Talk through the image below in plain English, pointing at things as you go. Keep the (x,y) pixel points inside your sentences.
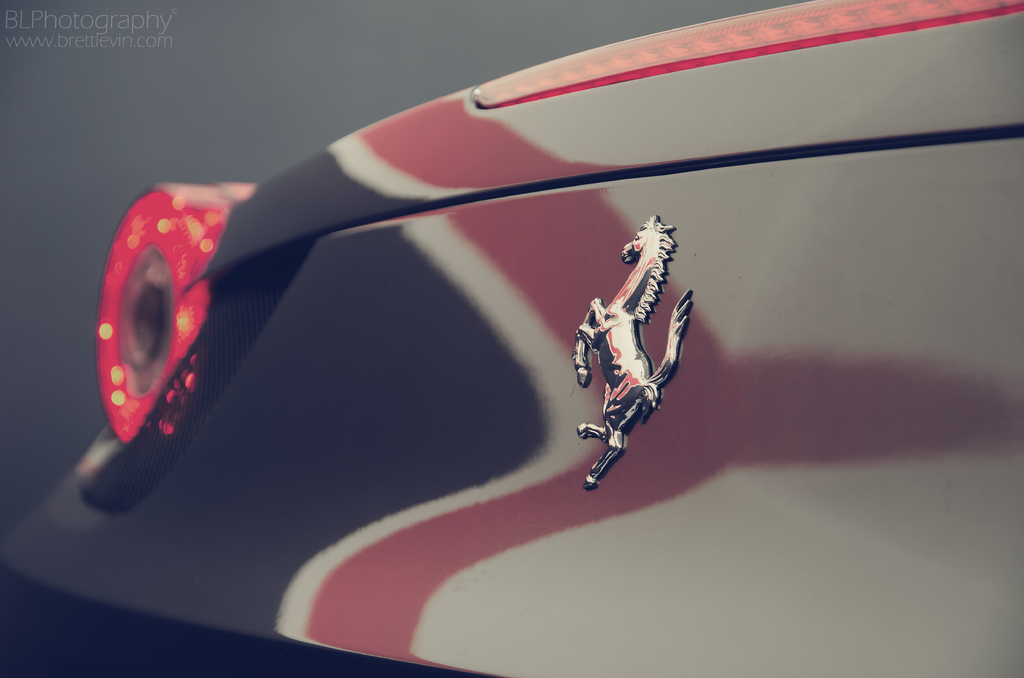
Here I can see a part of the car (257,410). On the left side (127,294), I can see a red color light (182,280) to the car (182,309) and there is a logo (594,313) is attached to this car (779,409). On the left top of the image (90,40) I can see some text (99,27).
